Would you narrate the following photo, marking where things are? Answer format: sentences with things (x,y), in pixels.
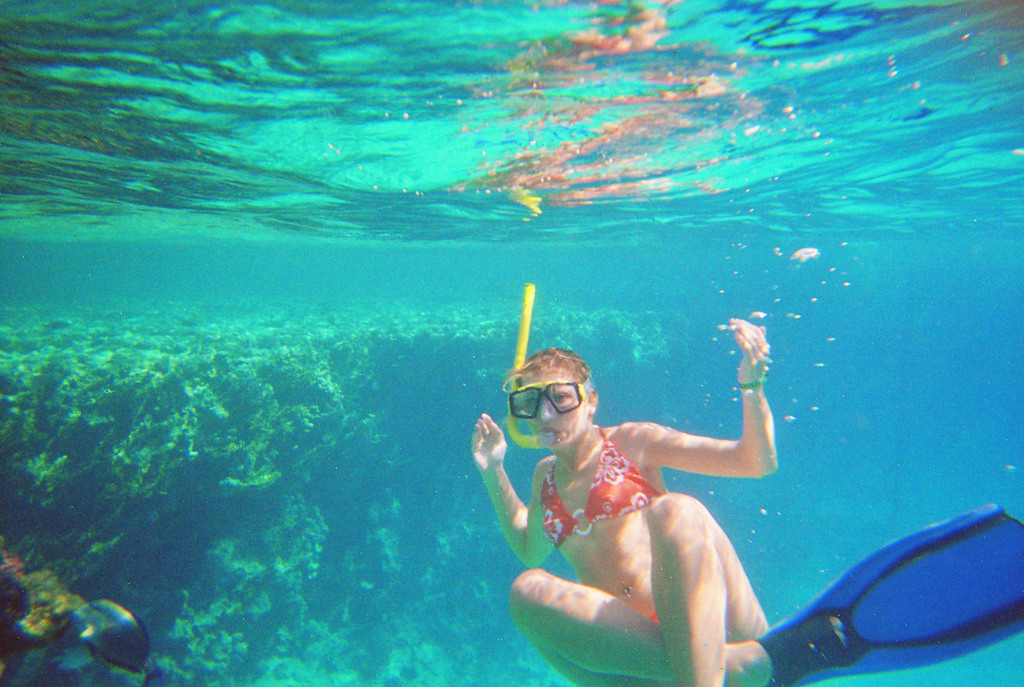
In this image we can see a woman (576,508) wearing a swim dress (558,499). This image is taken under water (403,272).
